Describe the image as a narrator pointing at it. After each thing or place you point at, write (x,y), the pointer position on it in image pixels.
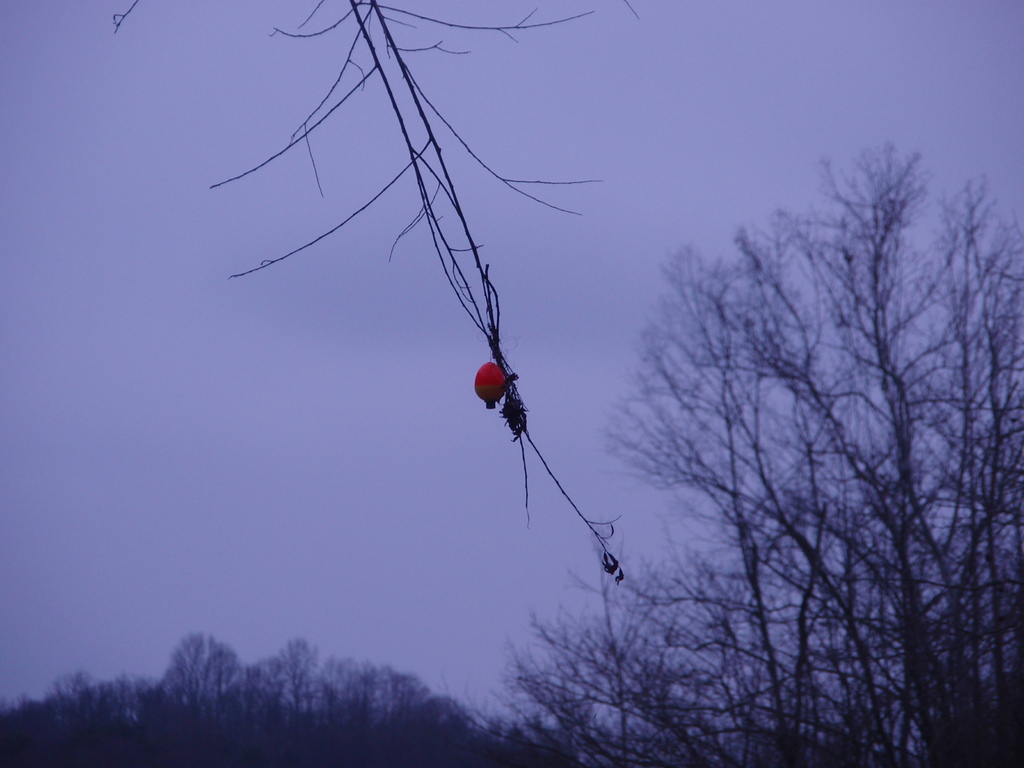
In the center of the image (487,308) there is a fruit (482,392) on tree branch (434,192). In the background of the image (596,691) there are trees (683,670) and sky (429,444).
